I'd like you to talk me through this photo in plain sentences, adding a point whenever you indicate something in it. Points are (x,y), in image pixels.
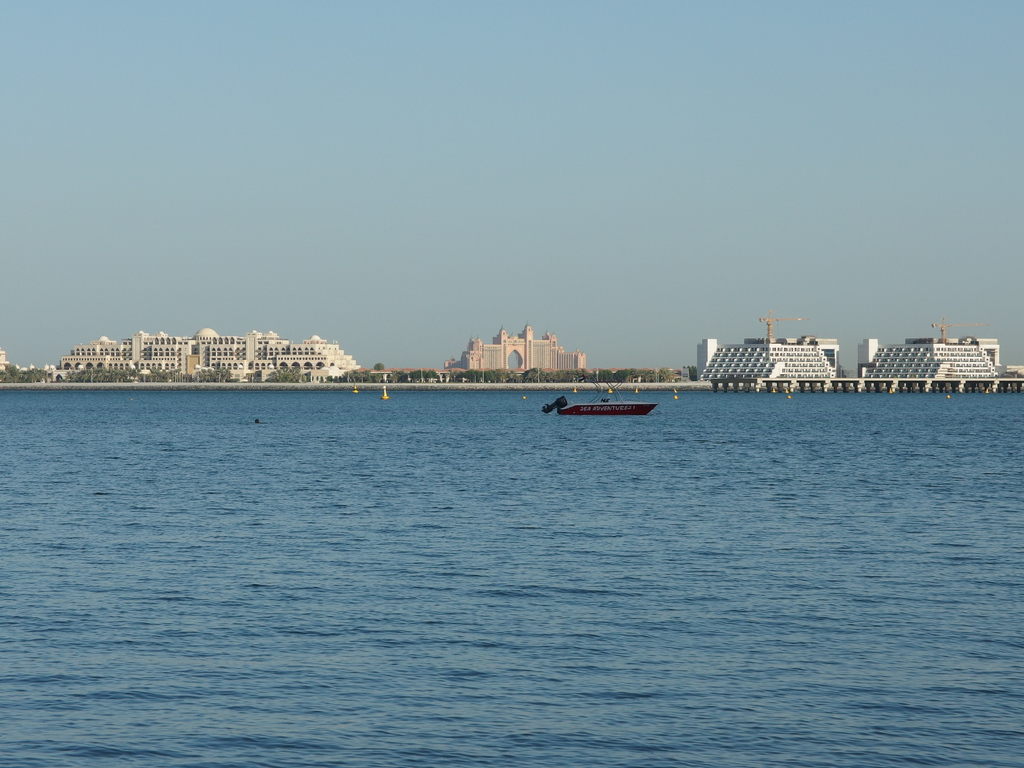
Here we can see a speed boat (602,407) on the water (387,461). In the background (308,367) there are trees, buildings (86,350) and sky (594,206). On the right (769,355) there are some objects (797,360).
